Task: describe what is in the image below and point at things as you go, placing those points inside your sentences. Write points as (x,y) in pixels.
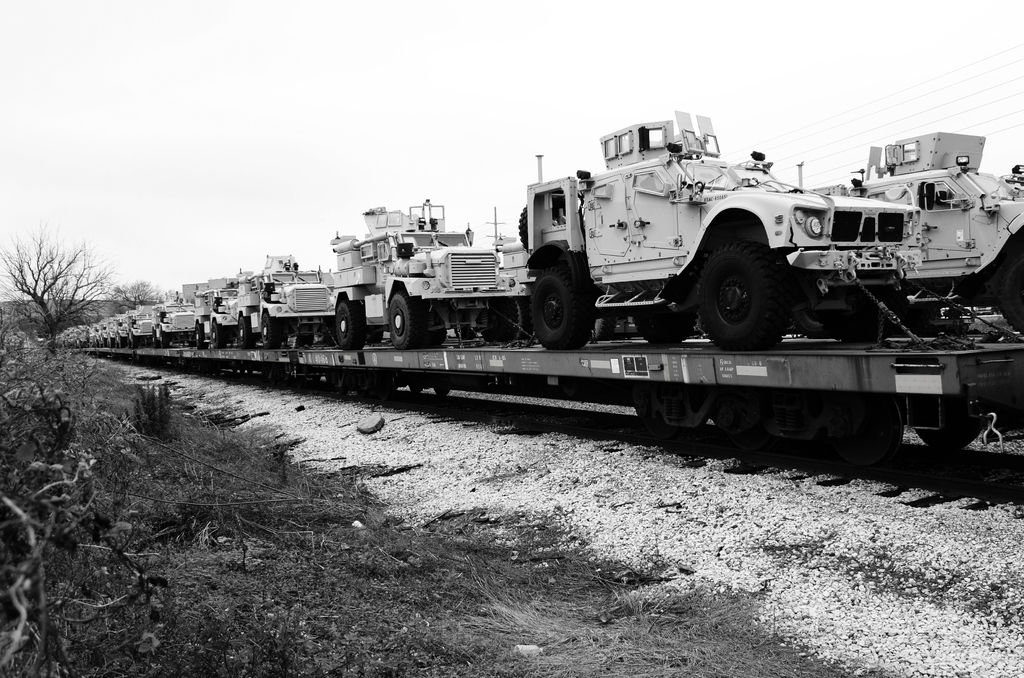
A black and white picture. On this train platform (641,387) there are vehicles (575,312). Here we can see bare trees (76,287).
